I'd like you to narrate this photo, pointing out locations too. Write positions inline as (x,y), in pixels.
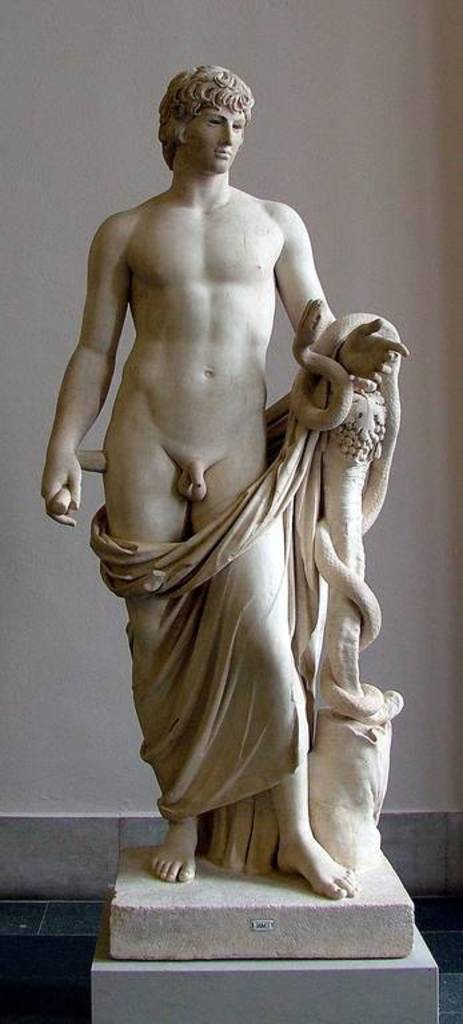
In this picture we can see a statue (136,551) of a man (189,340). He is nude. We can see a cloth (285,489) over his hands (357,369). On the background (313,215) we can see a wall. This is a floor (38,979).
